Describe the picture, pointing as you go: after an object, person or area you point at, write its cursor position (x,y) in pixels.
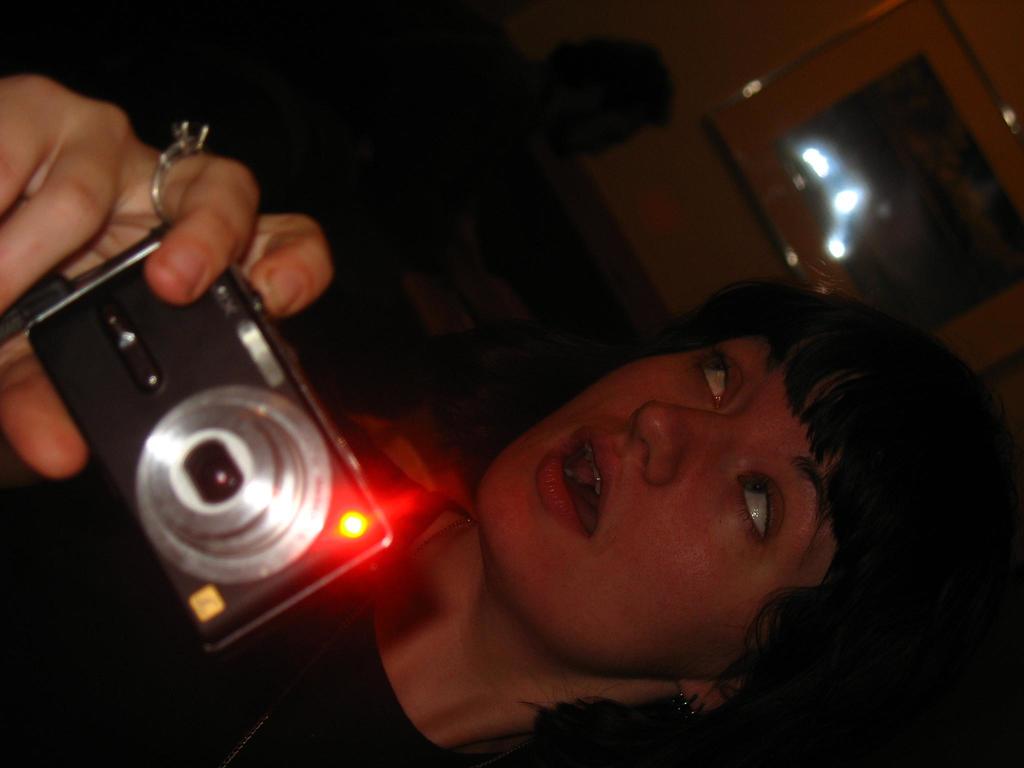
This is the woman (252,650) holding a camera (226,449) in her hand (161,287). In the background (410,176), I can see another person (536,159). This is a photo frame (824,114), which is attached to the wall (751,54).
